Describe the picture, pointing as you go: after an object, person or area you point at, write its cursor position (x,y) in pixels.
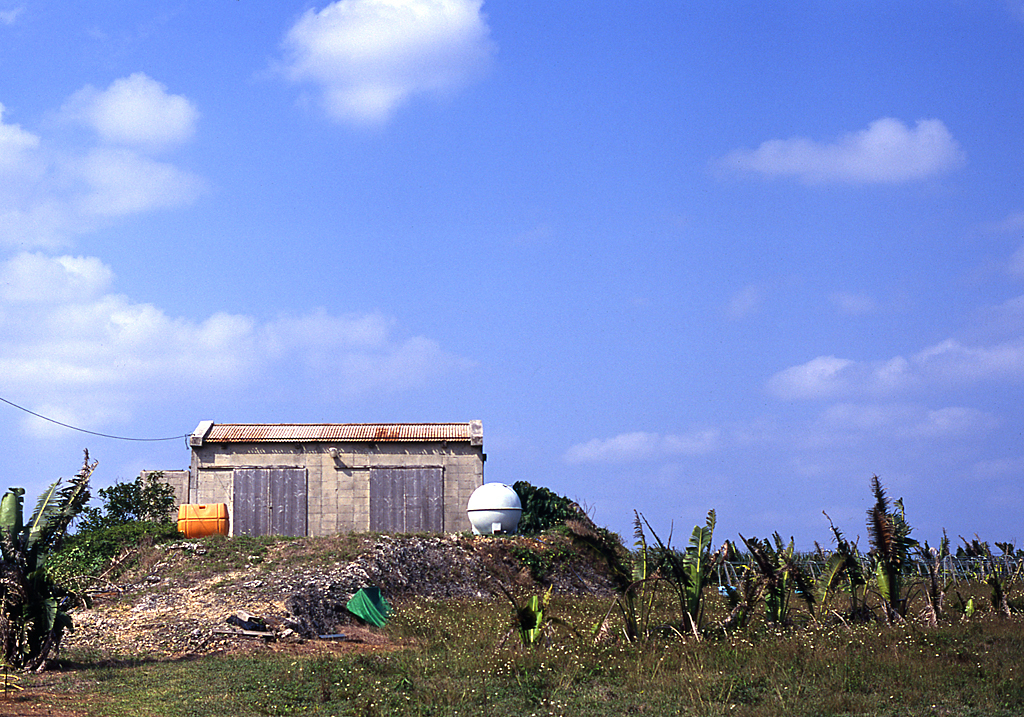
In this picture I can see few trees (638,554) at the bottom (542,496). In the middle (471,470) there is a house (471,470). At the top (602,232) there is the sky (642,347).
